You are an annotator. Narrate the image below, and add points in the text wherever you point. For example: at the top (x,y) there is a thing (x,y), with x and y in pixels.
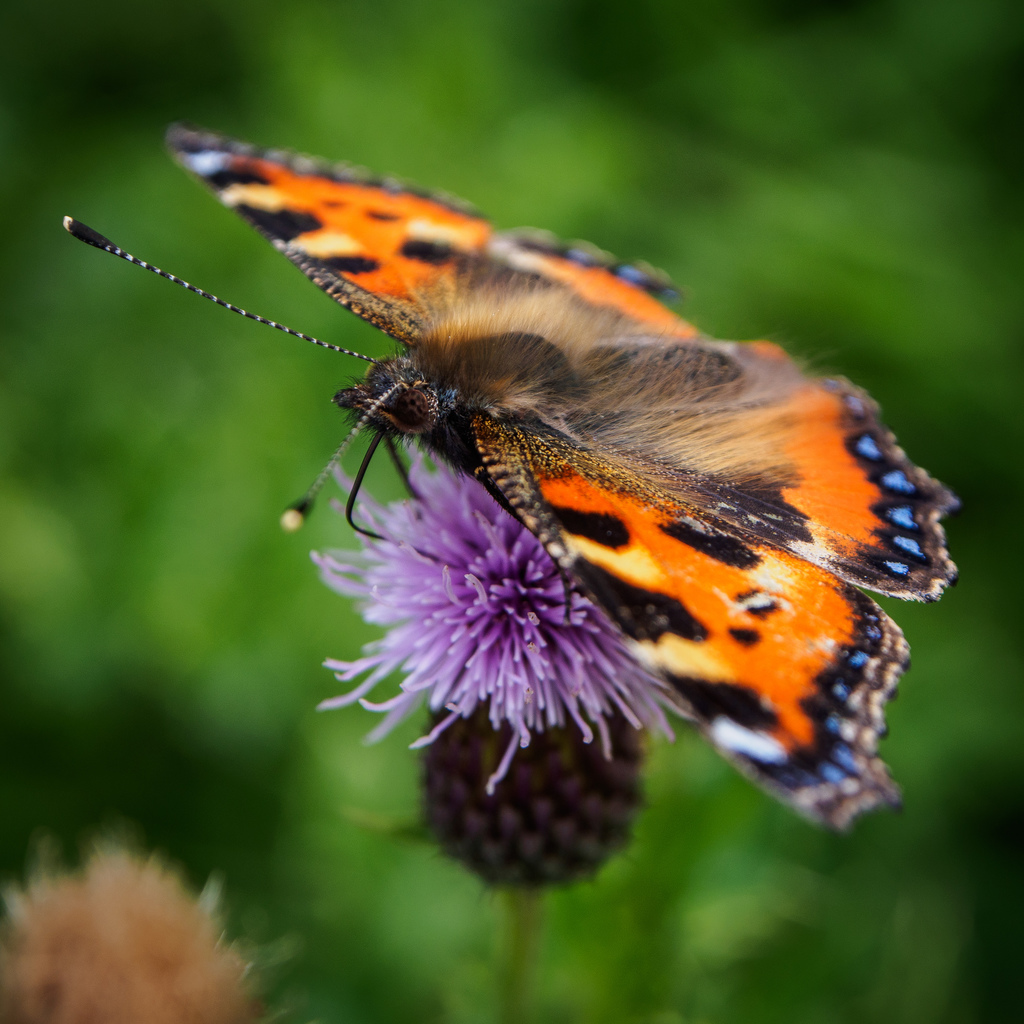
In the center of the image (574,404) we can see a butterfly (588,498) is present on a flower (622,657). In the bottom left corner (164,933) we can see a flower (179,890). In the background (220,423) the image is blur.
